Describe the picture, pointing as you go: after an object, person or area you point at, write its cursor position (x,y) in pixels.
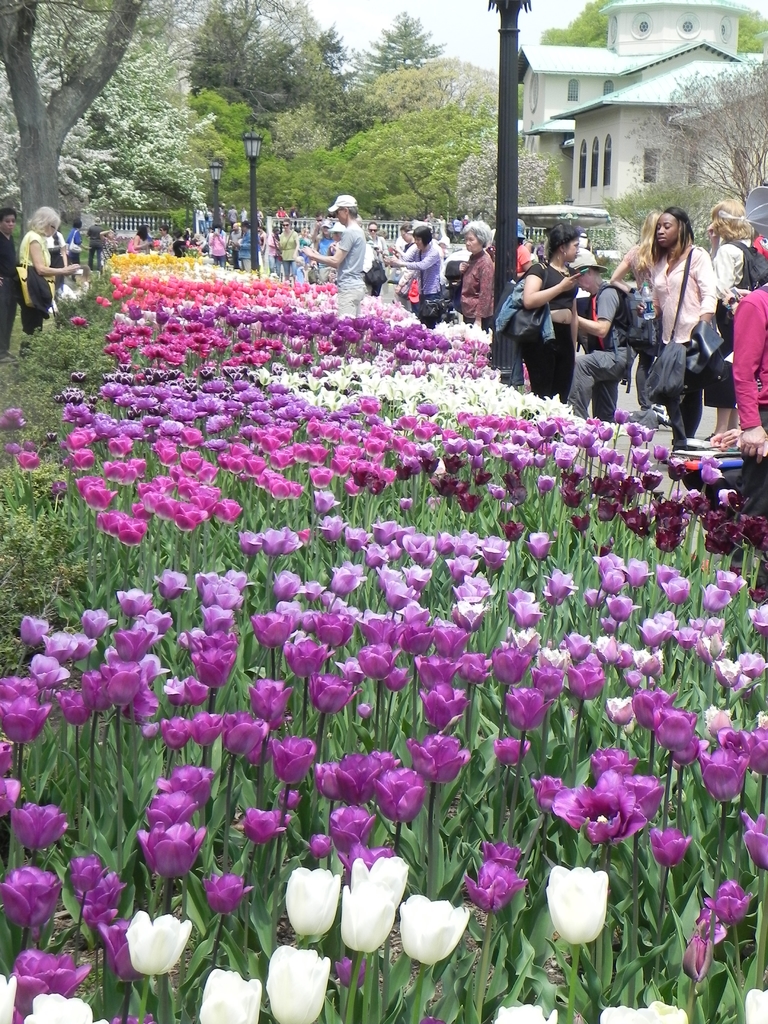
In this picture I can see there are a few plants (397,661) and they have different colors of flowers (368,625) and there are a few people (619,276) standing on the right side (532,269), there is a pole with lights (253,141). There are two persons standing on the left side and there is a building (655,164) on the right side (539,118), there are few trees (404,100).
